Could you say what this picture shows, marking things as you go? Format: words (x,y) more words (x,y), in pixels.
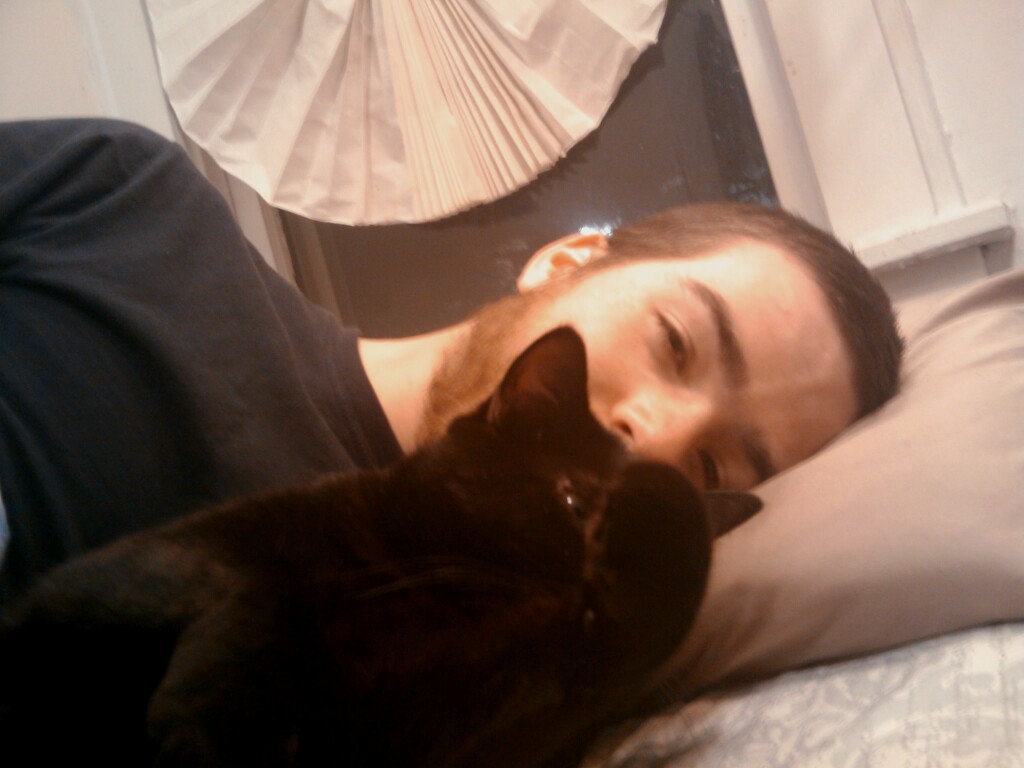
In this image I can see a cat (596,589) in black color, background (725,433) I can see a person (612,400) laying on the bed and the person (120,270) is wearing black color shirt (118,267). Background (965,155) the wall (973,139) is in white color.
